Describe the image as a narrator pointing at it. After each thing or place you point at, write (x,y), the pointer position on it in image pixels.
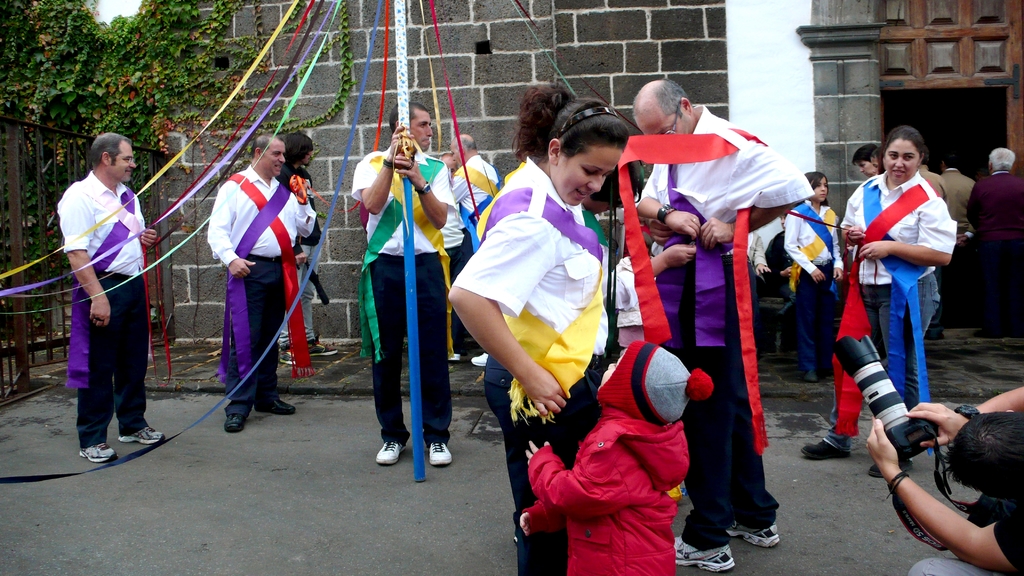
In the picture I can see some people (361,281) are in one place, among them one person (999,447) is holding camera (905,433), behind we can see the wall (310,81), gate (73,136) and plants (165,88).
